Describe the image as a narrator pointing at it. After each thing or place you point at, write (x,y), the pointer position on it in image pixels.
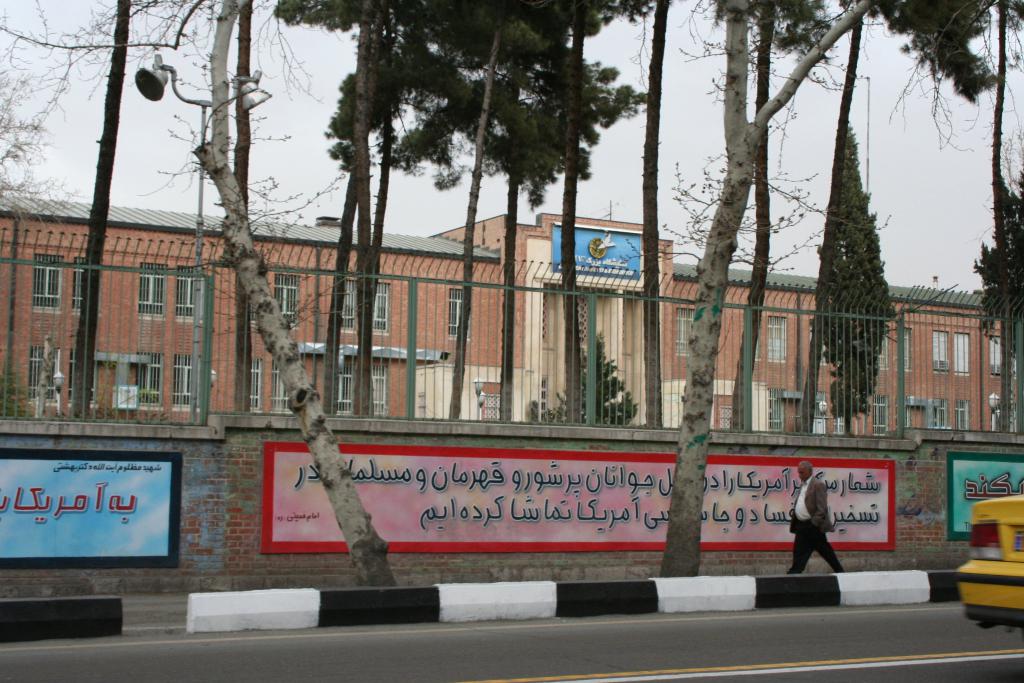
In this image I can see the road (677,651), a yellow colored vehicle (983,603) on the road (677,651), a person (818,537) walking on the sidewalk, few trees (726,43), the wall (362,483) to which I can see few paintings (457,496) and the railing (238,347). In the background (98,346) I can see few trees (82,343), a building (306,312) and the sky (673,186).
